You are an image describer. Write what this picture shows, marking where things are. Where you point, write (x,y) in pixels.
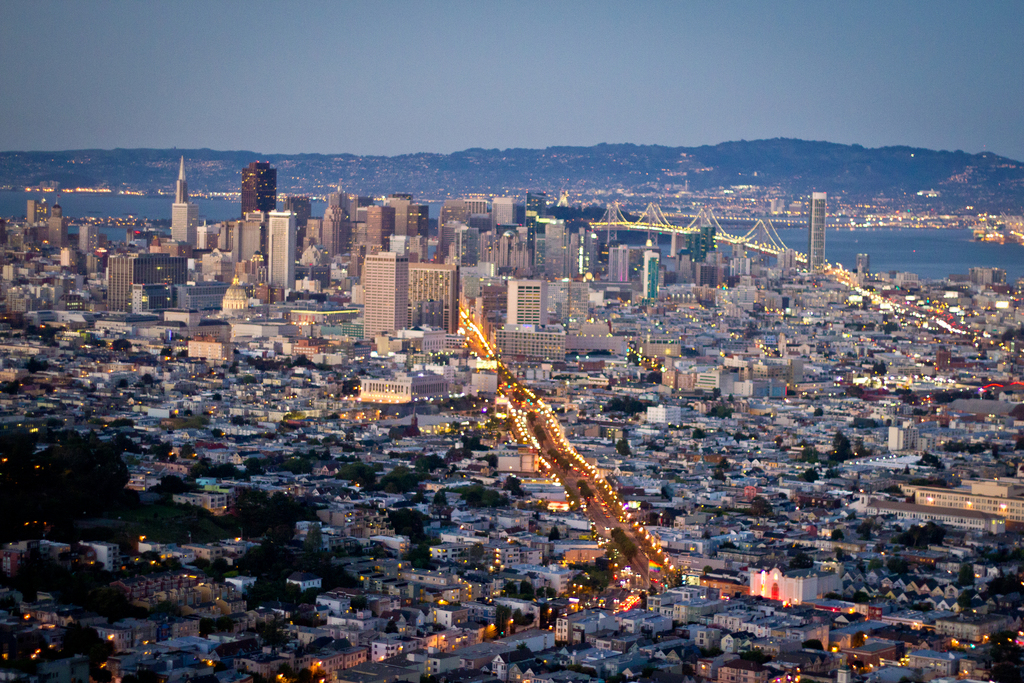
In this picture I can see a number of buildings (566,502). I can see the tower buildings (386,322). I can see the bridge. I can see the water (913,229). I can see the lights (809,195). I can see the roads (828,272). I can see the hills (565,185). I can see the sky (545,108).
